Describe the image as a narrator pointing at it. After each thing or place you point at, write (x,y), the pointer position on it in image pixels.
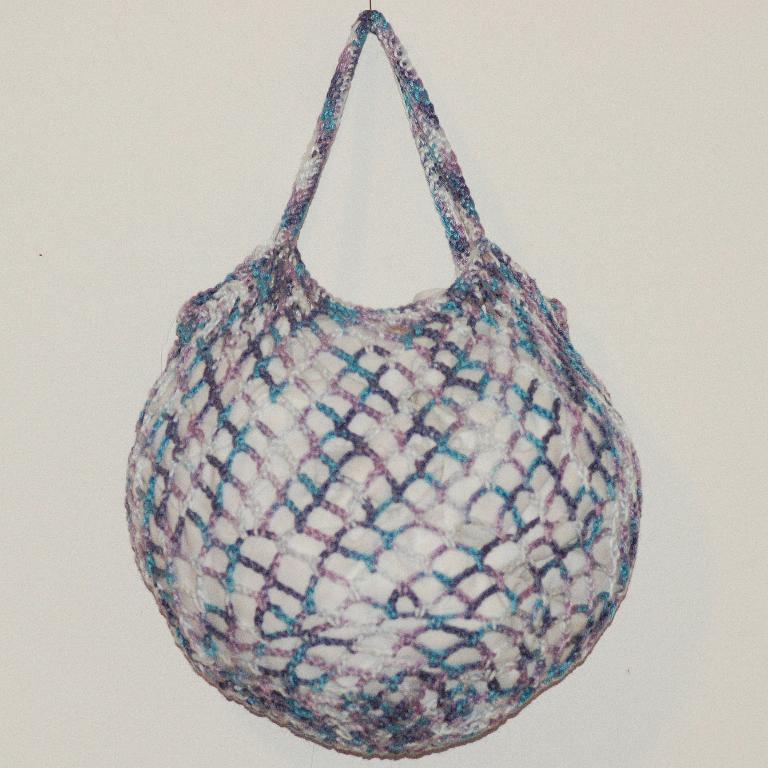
In this picture we can see a bag (358,512) which is hanging to the wall (430,20).
